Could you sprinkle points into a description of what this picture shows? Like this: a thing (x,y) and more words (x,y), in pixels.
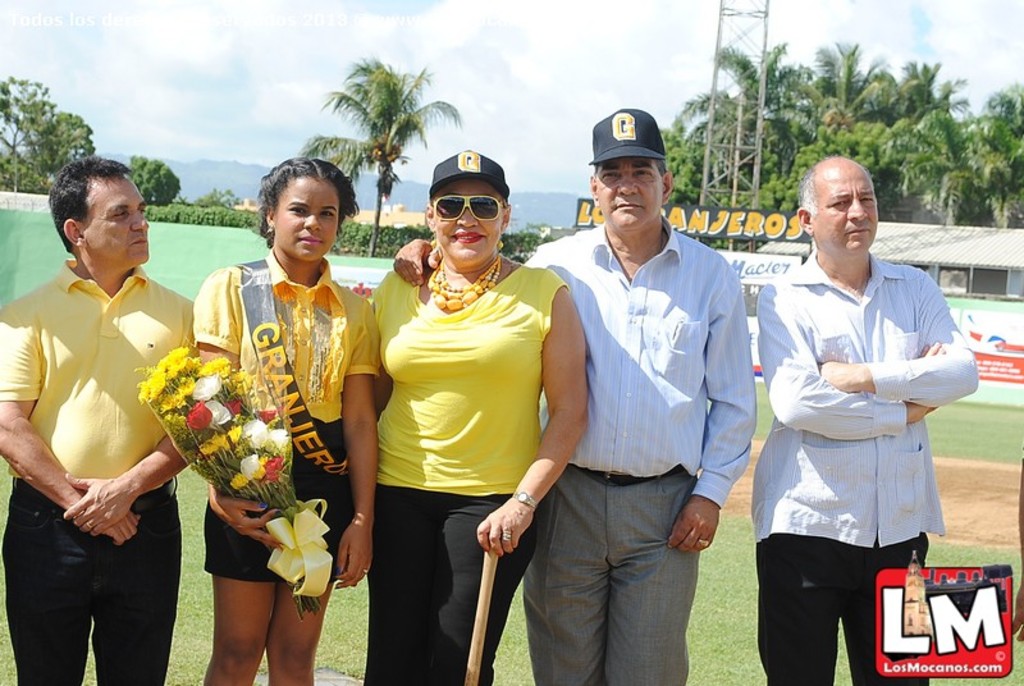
In this image there are two women (392,383) where one is holding the bouquet (249,452) and other is holding the stick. Beside them there are a few other people (106,647). At the bottom of the image (713,606) there is grass (718,608) on the surface (716,609). In the background of the image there is a tower (744,117). There are buildings (930,274), trees (923,163), plants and sky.
